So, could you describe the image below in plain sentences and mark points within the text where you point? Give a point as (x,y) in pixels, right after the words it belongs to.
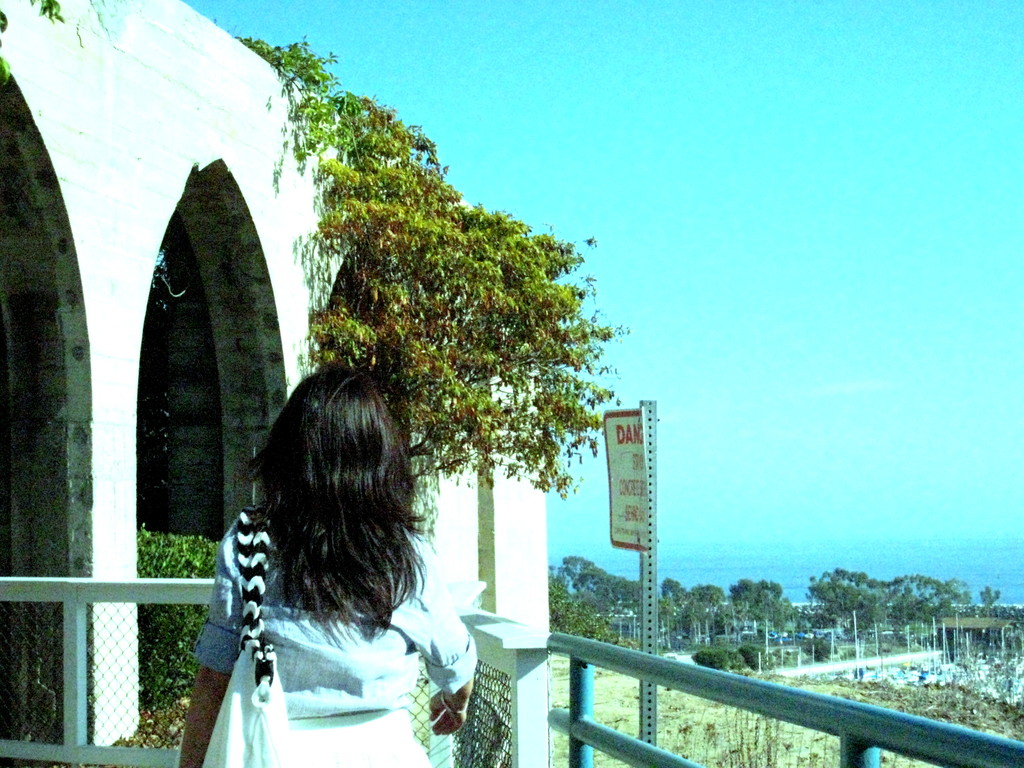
In this image we can see one building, one fence (519,728) and one pole (653,500) with danger board (642,467). One woman (377,708) wearing handbag (255,602) and walking. There are some objects (1014,678) on the surface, some trees (440,232), plants (738,664), bushes (158,572) and grass (798,752). At the top (697,205) there is the sky (870,492).
